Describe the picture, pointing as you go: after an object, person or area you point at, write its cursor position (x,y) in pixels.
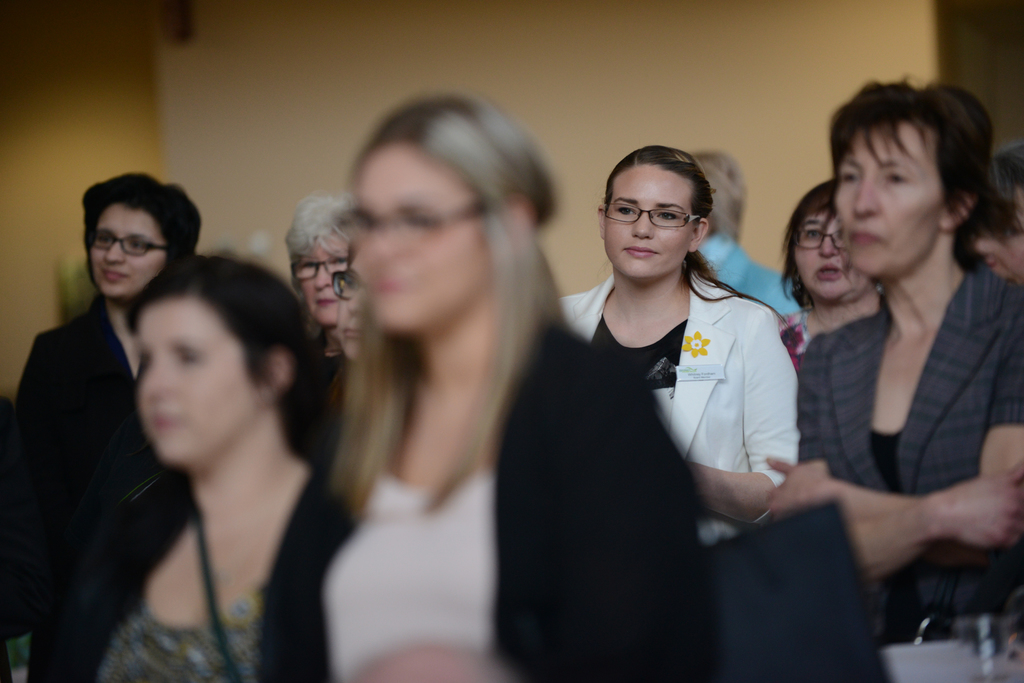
In this image I can see group of people (909,357), in front the person (451,541) is wearing black jacket (610,429). Background (700,424) I can see the other person (674,427) wearing is white color coat (712,419) and the wall (753,75) is in light yellow color.
